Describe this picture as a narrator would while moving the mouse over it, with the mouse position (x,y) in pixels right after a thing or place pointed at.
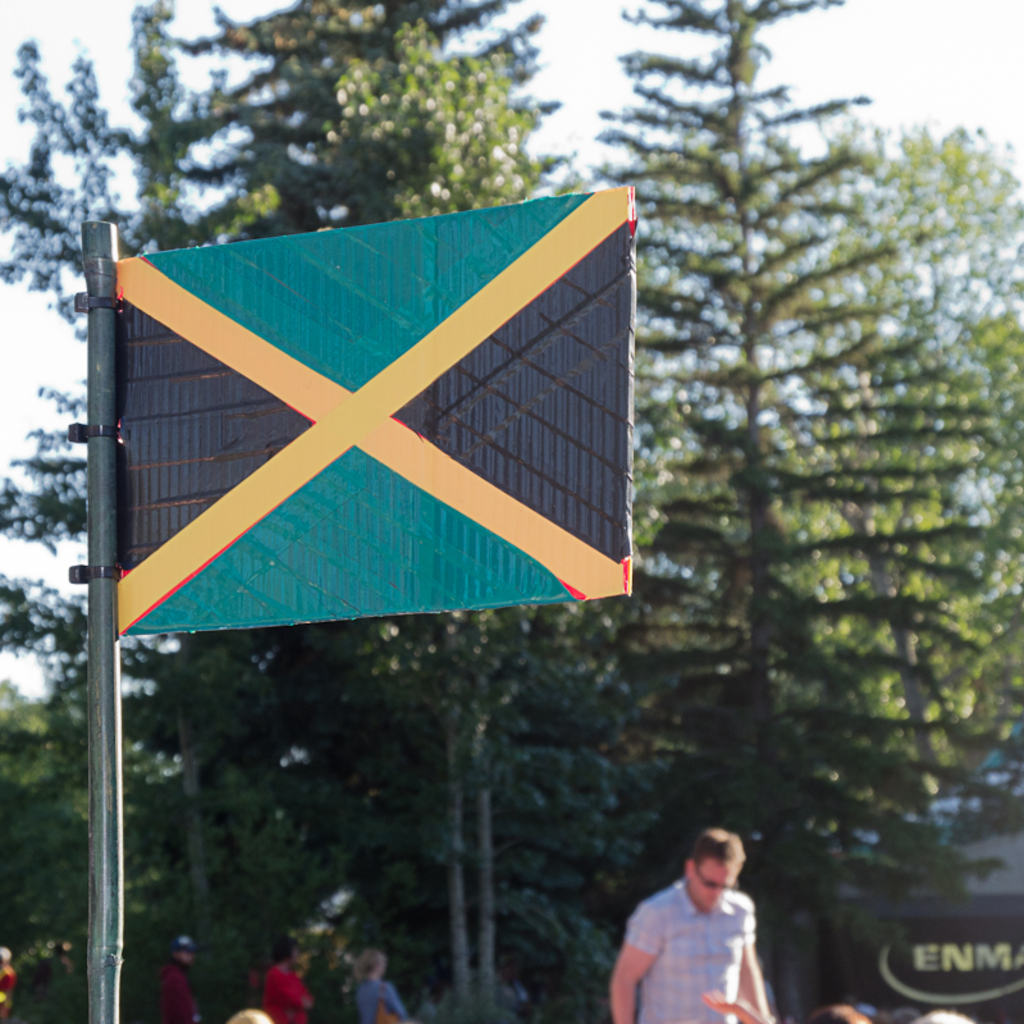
In front of the picture, we see a board (314,576) in yellow, green and black color. At the bottom of the picture (643,920), we see people (376,971) standing. On the right side (903,931), we see a black color board (904,945) with some text (943,958) written on it. There are trees (763,478) in the background (733,663) and it is blurred in the background (754,688).
